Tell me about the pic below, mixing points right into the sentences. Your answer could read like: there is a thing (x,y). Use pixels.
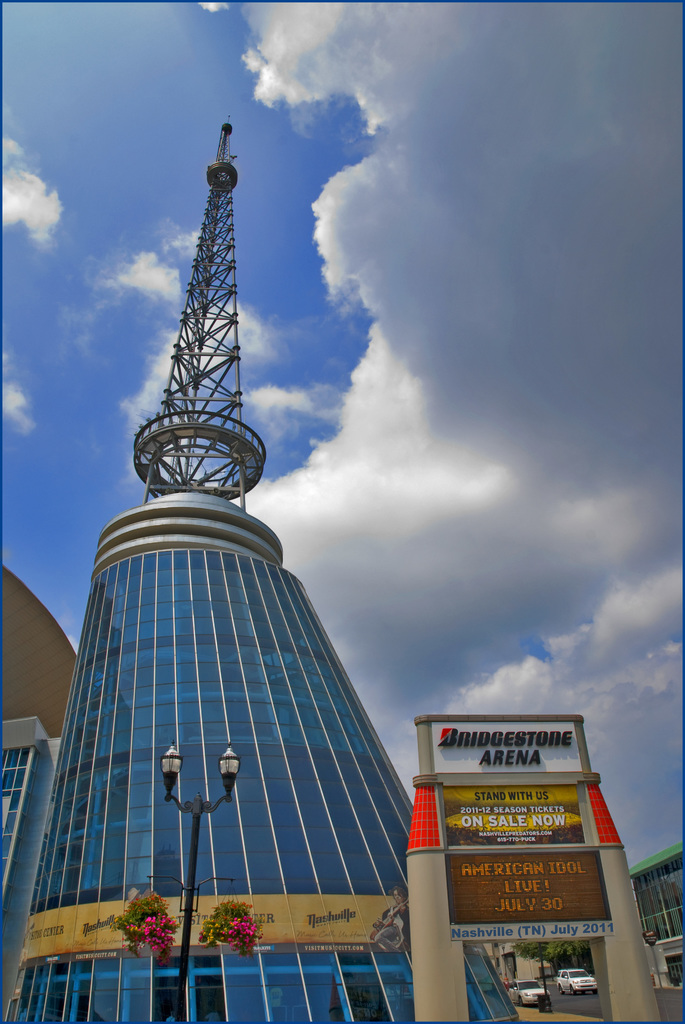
As we can see in the image there are buildings (288,857), banners (559,866), flowers (237,920), street lamps (205,802) and cars (523,992). At the top (269,179) there is sky (112,74) and clouds (451,470).
